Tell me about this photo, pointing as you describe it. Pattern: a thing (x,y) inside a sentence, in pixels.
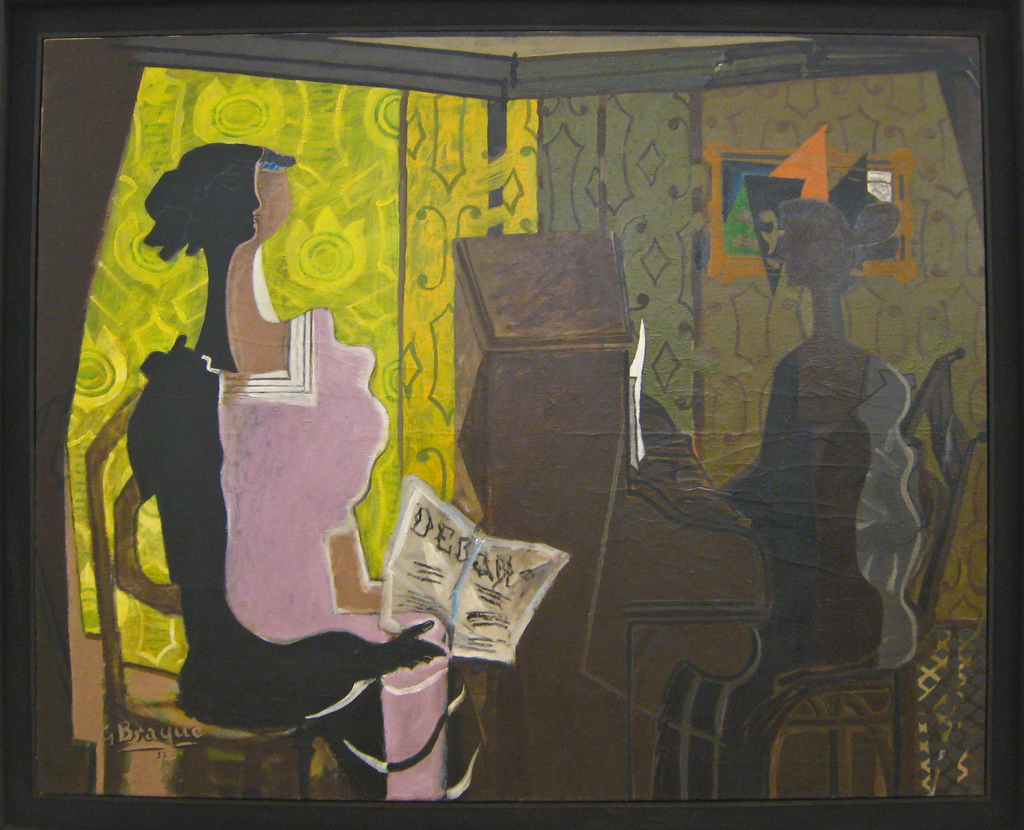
In this image there is painting (956,756) there are two persons (791,606) sitting on chairs (201,749), one person (424,658) is holding a book (477,592) and another person (785,632) is playing a piano (665,523).
